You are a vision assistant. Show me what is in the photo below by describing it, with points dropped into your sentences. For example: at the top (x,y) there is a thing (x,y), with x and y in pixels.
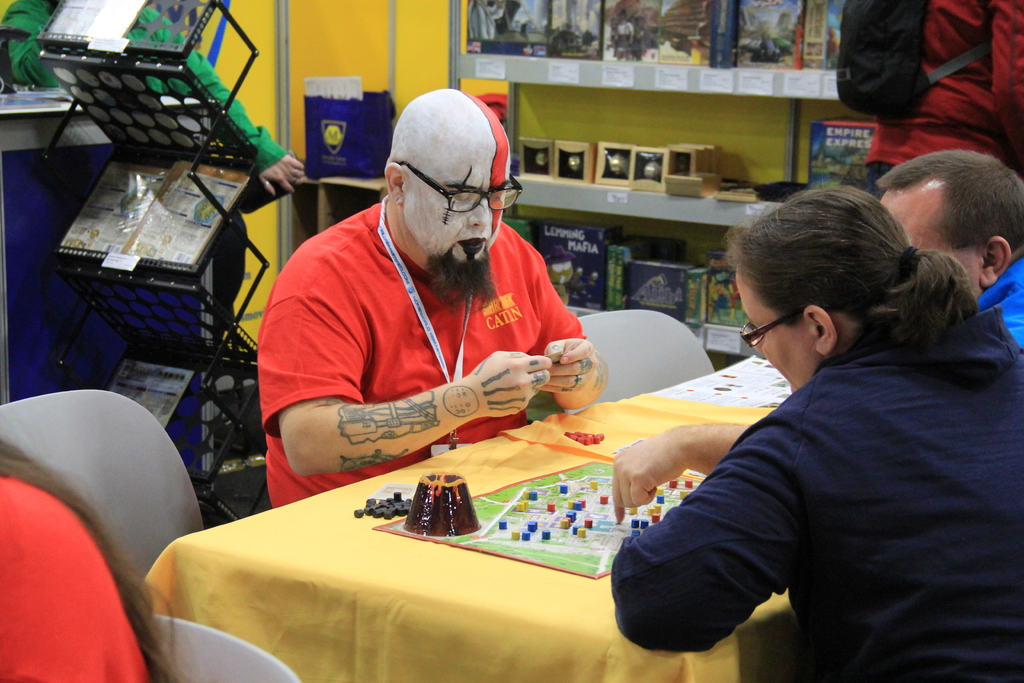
This is a picture taken in a room (363,344). The man (363,344) in red t shirt (391,317) was sitting on a chair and there are other people (852,371) sitting on a chair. In front of this people (454,186) there is a table (448,579) on the table (465,595) is some game (521,510). Behind the people (557,337) there is a wall (356,61).
